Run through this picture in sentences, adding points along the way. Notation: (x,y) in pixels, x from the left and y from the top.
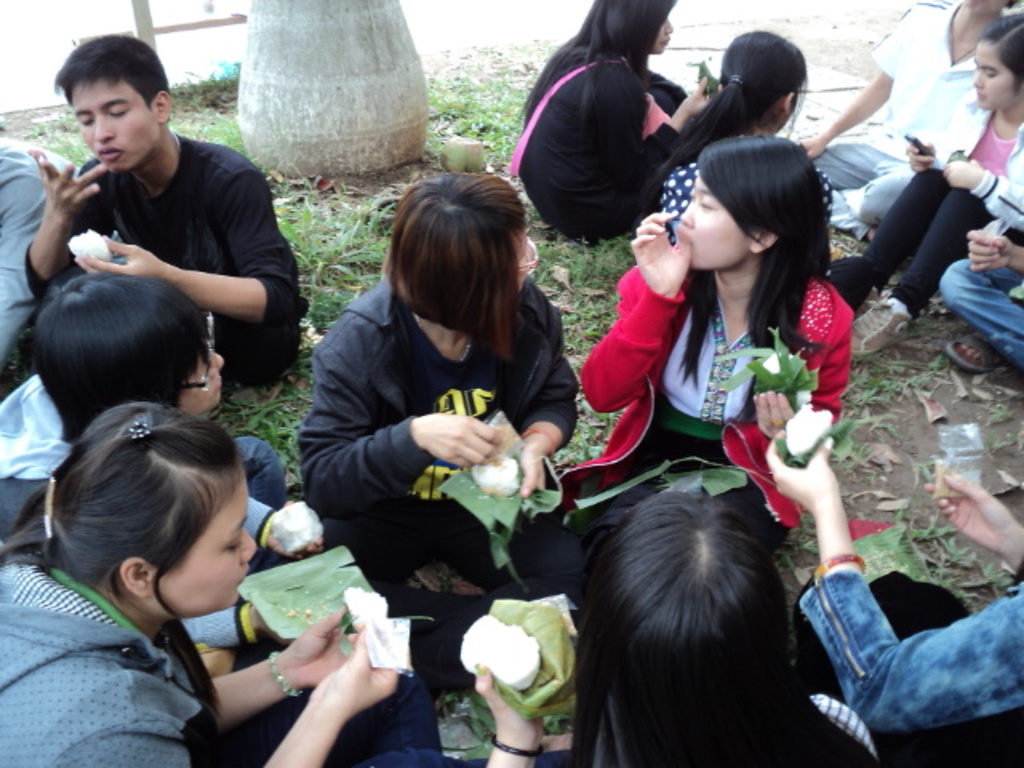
In the image there are a group of people (489,186) sitting on the ground (429,564) and eating something, around the people (277,350) there is some grass (491,84).
